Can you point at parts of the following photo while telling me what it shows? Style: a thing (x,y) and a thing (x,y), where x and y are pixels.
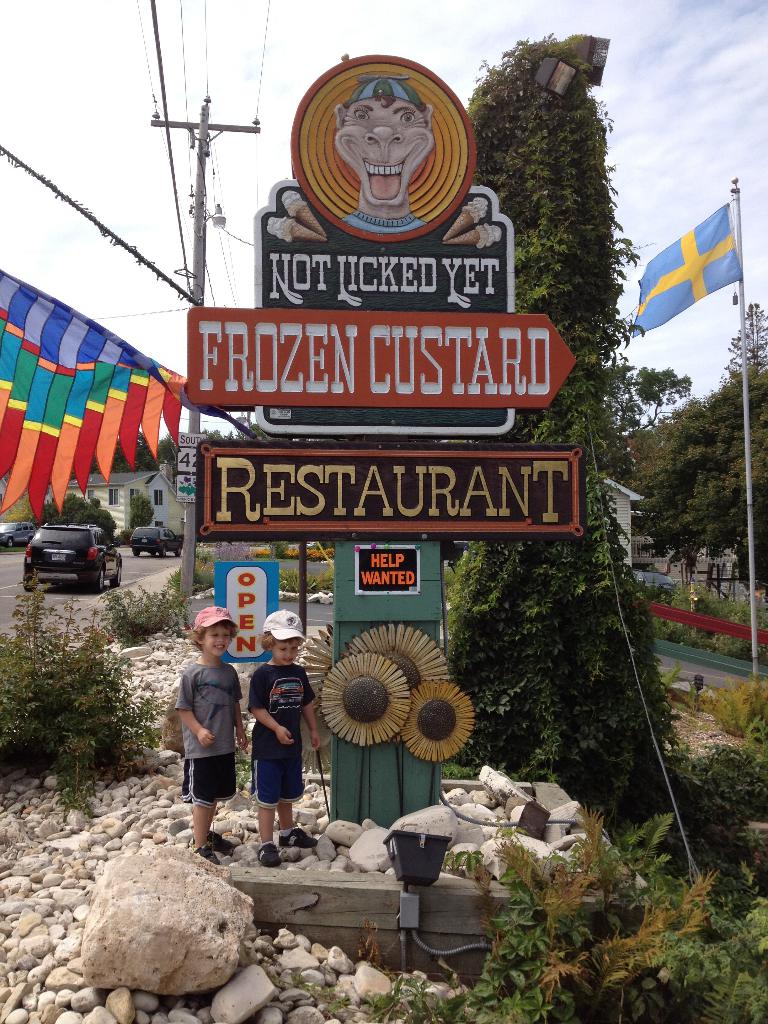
Here we can see two children (241,722) are standing on the stones (135,869). Beside I can see a pole (397,786) to which some boards (284,383) are attached. On the boards (302,275) I can see some text (342,261) and on the right side (637,875) there are some plants (599,722). In the background (106,547) there are some cars (112,545) on the road (135,576) and also I can see the buildings (158,500). On the right side (738,271) there is a flag (727,280). On the top of the image (107,69) I can see the sky (106,79) and also there are some wires (171,127) which are attached to a pole (200,170).
